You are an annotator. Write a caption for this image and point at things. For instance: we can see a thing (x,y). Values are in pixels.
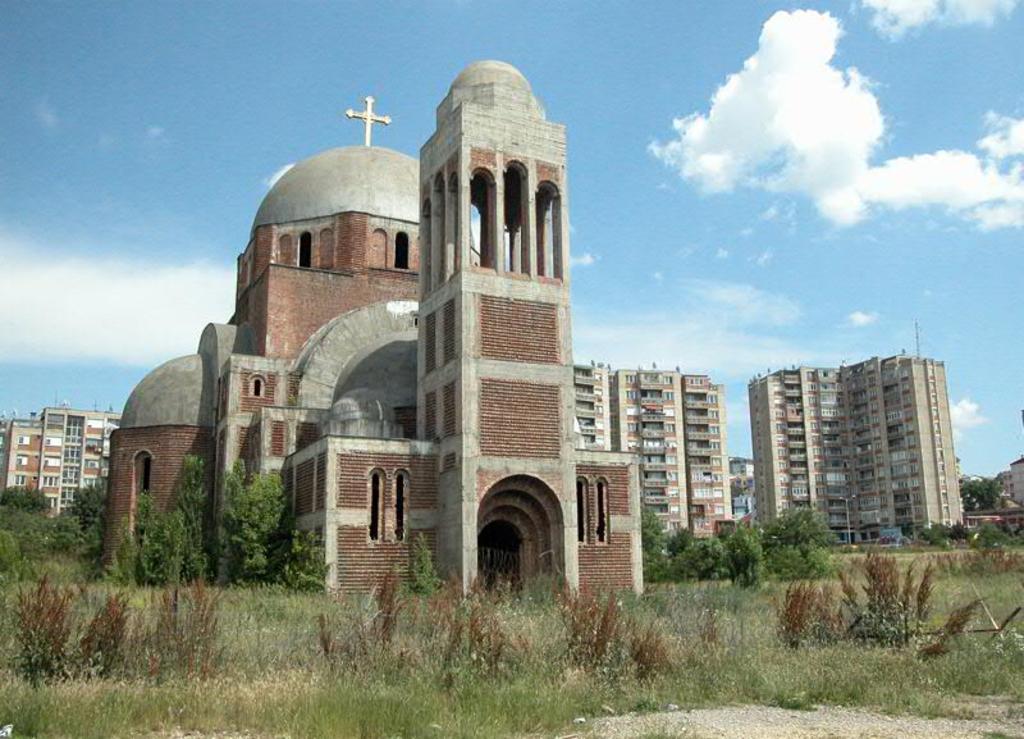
In the image there is a church (414,402) in the front (499,278) followed by buildings (688,446) behind it on the grassland (631,665), there are trees (172,530) on either side on the land (962,559) and above its sky (544,41) with clouds (794,111).
